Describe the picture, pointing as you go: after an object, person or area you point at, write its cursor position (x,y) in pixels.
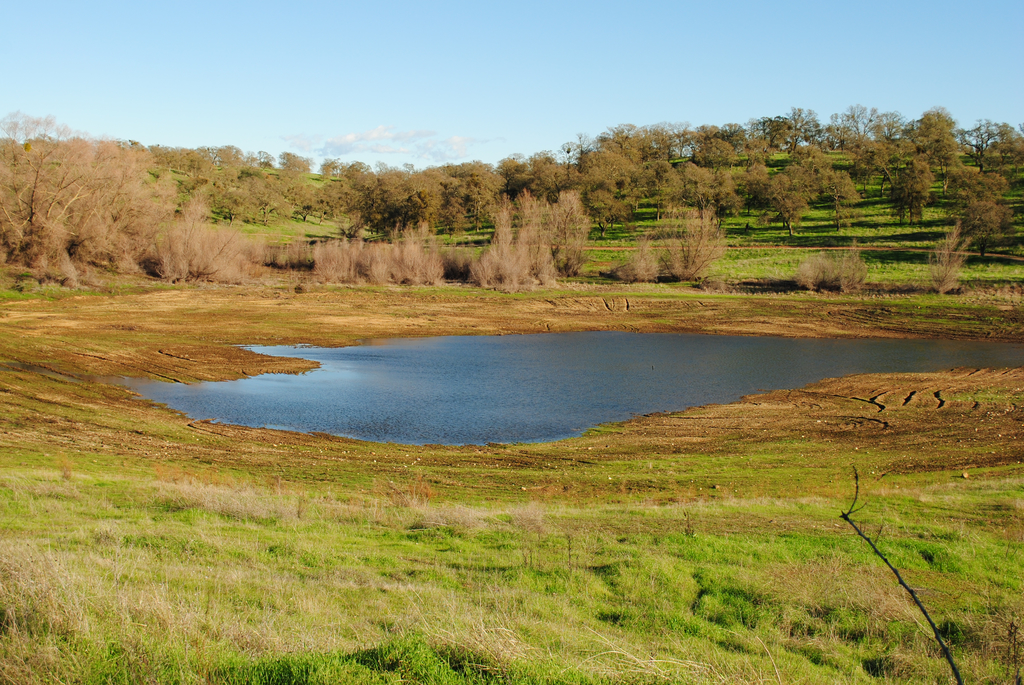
In this image we can see sky (350,85) with clouds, trees (741,181), ground (607,244), shrubs (491,248), bushes (545,268), grass (453,592) and pond (267,405).
